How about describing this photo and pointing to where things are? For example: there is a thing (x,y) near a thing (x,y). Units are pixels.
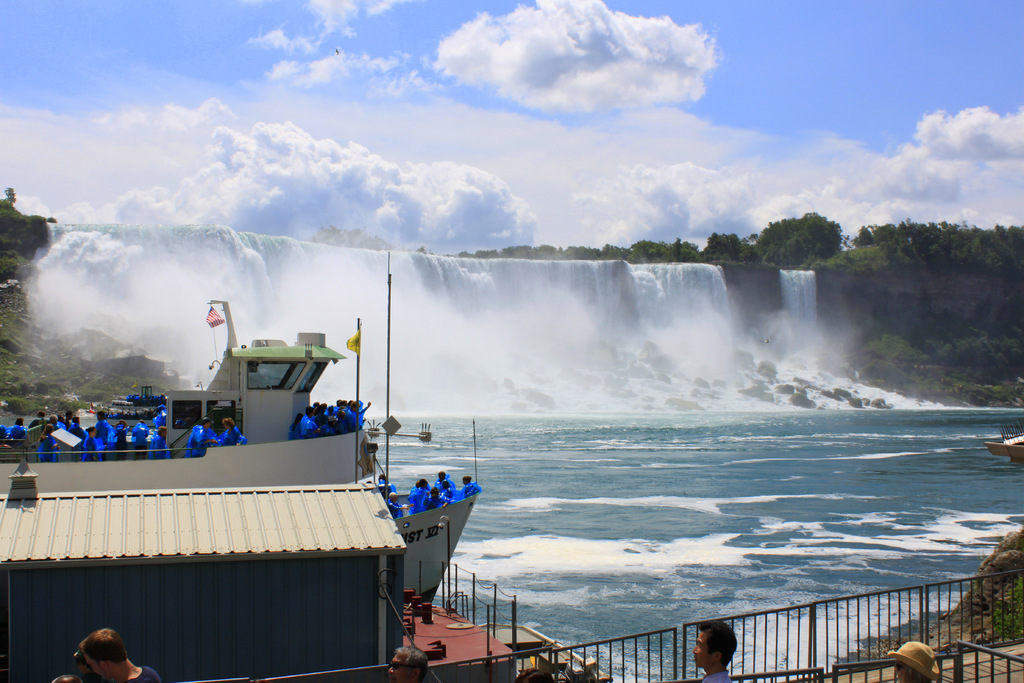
In this image I can see few persons (698,654) the railing (745,650), the water (734,560), a boat (239,457) on the surface of the water (702,442), number of persons (204,444) in the boat (300,460), few rocks (753,389), the waterfall (472,324) and few trees (811,247). In the background (143,192) I can see the sky (463,116).
